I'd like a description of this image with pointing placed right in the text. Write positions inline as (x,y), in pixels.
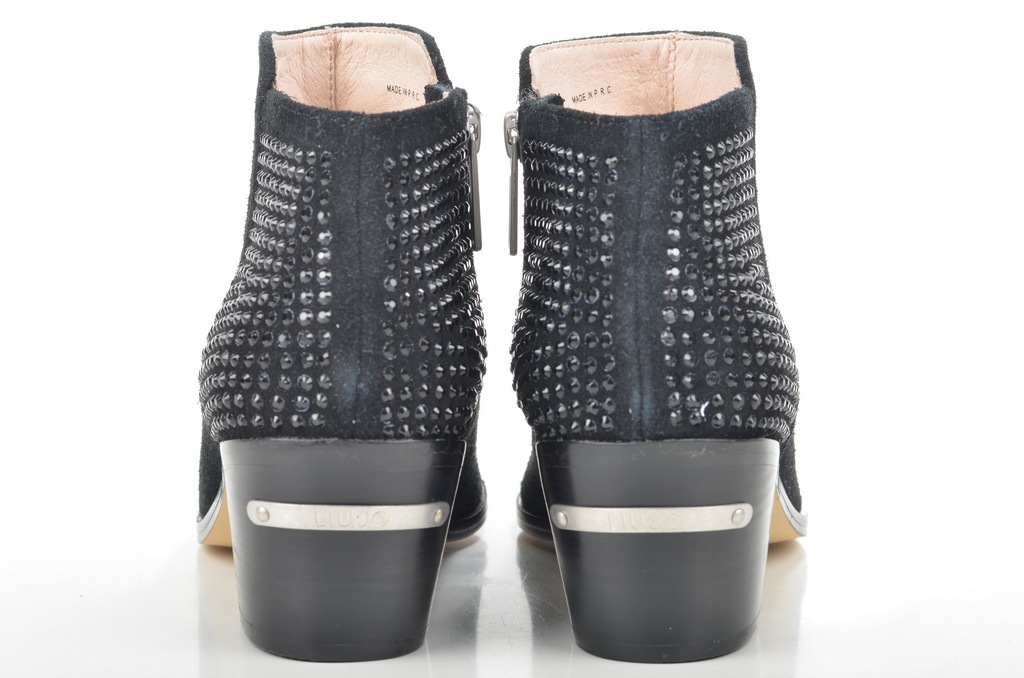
This picture consists of two black color shoes (463,266) visible.
